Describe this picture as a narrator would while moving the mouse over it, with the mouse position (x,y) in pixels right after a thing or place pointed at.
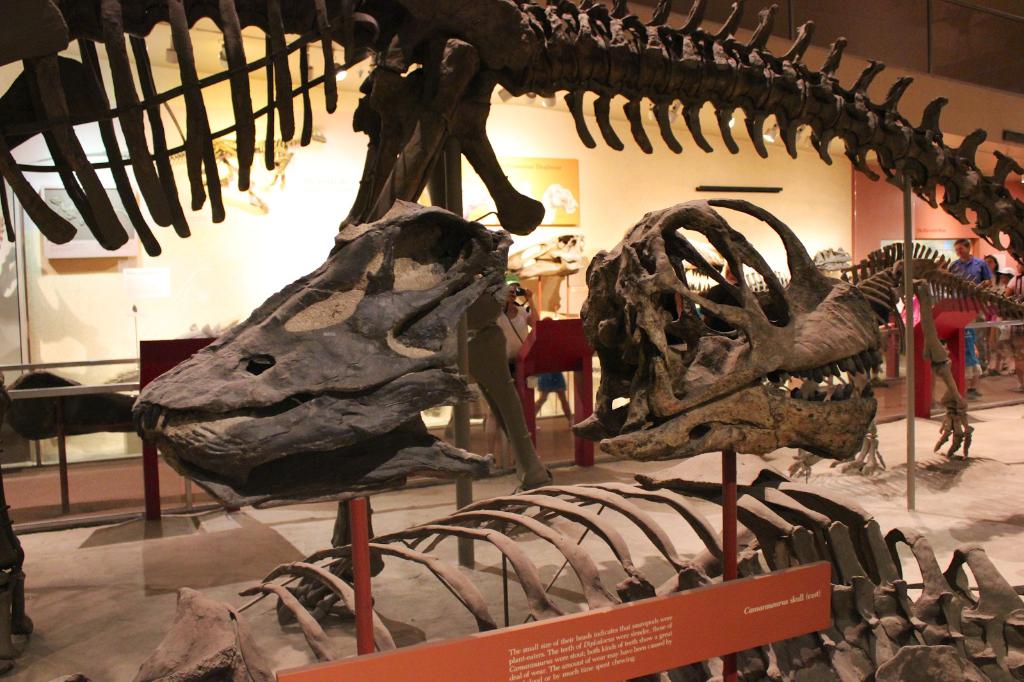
In this picture we can see skeletons (476,468) of animals (640,581), board (660,602) attached to the walls (806,185) and floor (519,542). In the background of the image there are people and we can see railing (30,367) and boards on the wall (850,188).
